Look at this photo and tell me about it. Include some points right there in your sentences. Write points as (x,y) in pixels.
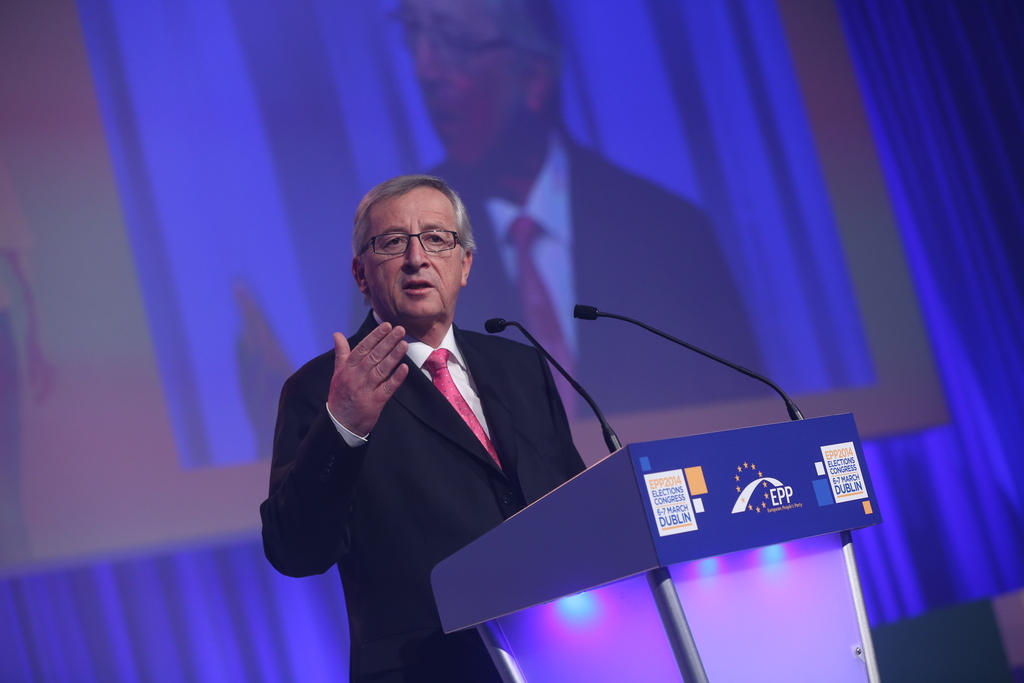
In this picture we can see a man (379,512) is standing behind the podium (485,572) and on the podium (552,496) there are microphones (615,315). Behind the man (348,384) there is a screen (300,223) and a blue curtain (912,222).
